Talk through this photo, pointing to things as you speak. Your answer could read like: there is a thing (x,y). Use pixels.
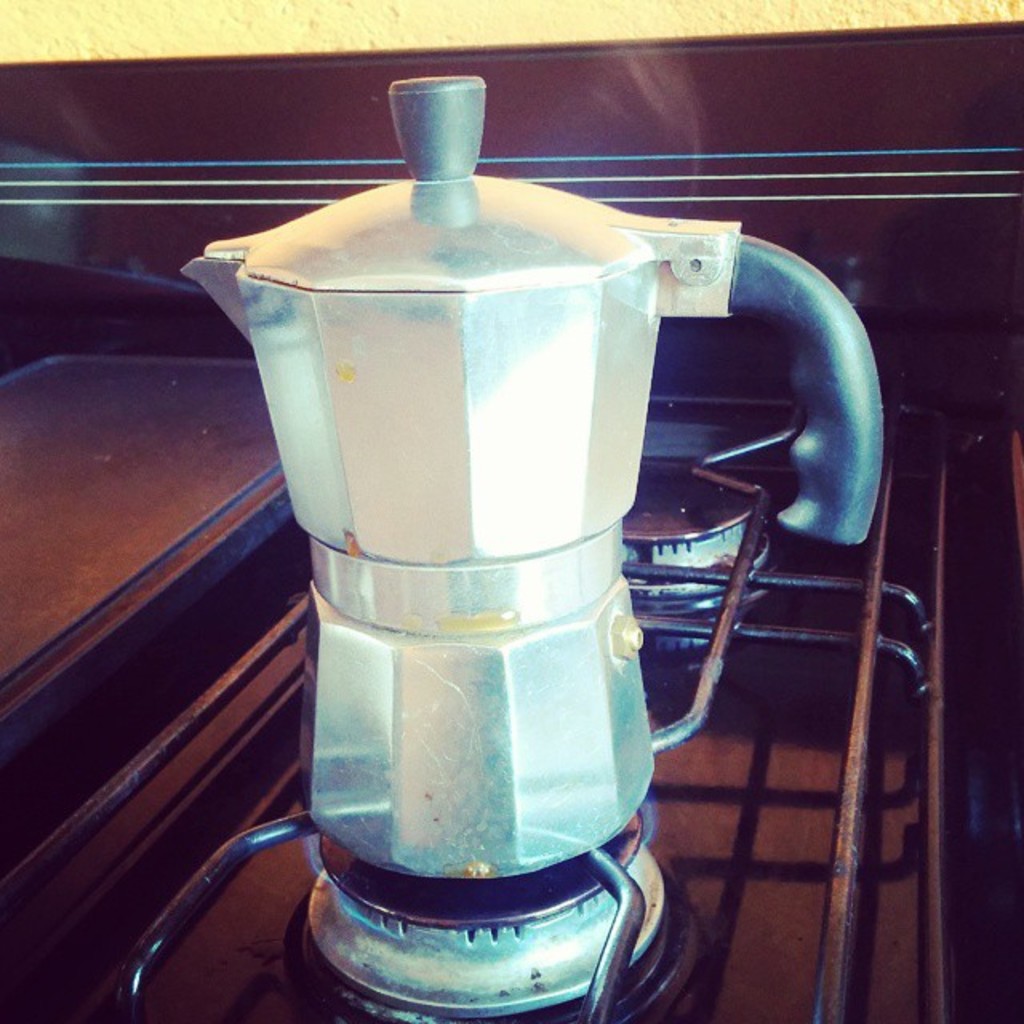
In this image I can see a coffee pot (502,536) kept on the gas stove (331,874).
